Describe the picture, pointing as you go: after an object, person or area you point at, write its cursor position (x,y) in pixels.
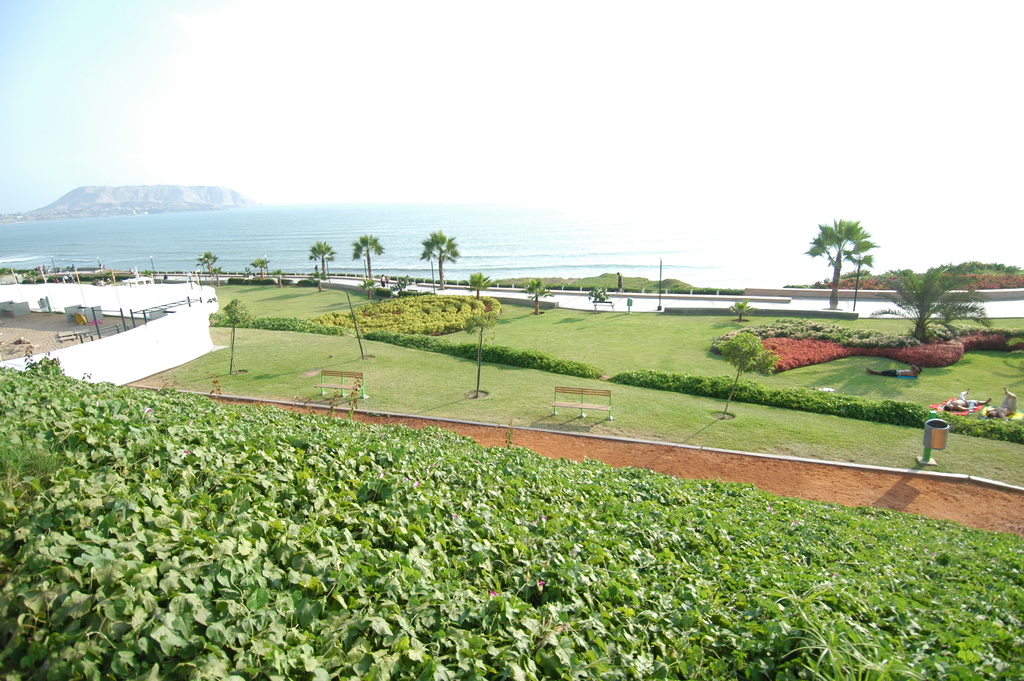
In this image we can see trees (928,303), walkway (1020,308), chairs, plants (21,398), persons (1006,417) and other objects (69,369). In the background of the image (56,254) there are mountains (109,208) and water (603,240). At the top of the image (658,128) there is the sky (563,148). At the bottom of the image (521,533) there are plants (450,620).
